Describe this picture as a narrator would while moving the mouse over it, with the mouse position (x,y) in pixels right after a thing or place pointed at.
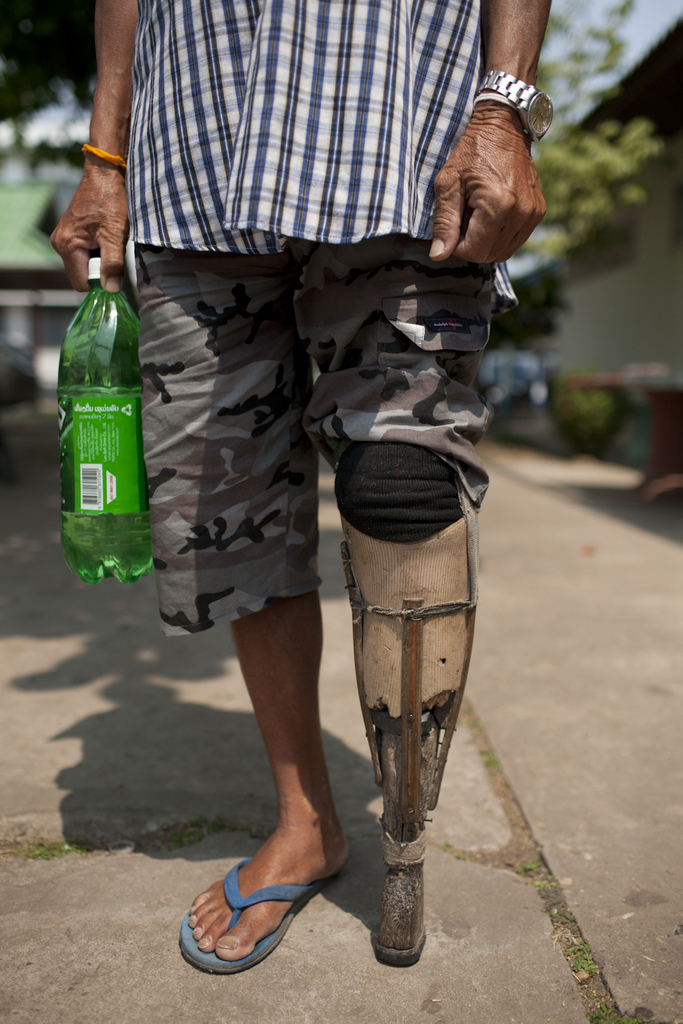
In the image we can see there is a person (398,612) who is standing and holding green colour water bottle (116,415) in his hand (104,284).
